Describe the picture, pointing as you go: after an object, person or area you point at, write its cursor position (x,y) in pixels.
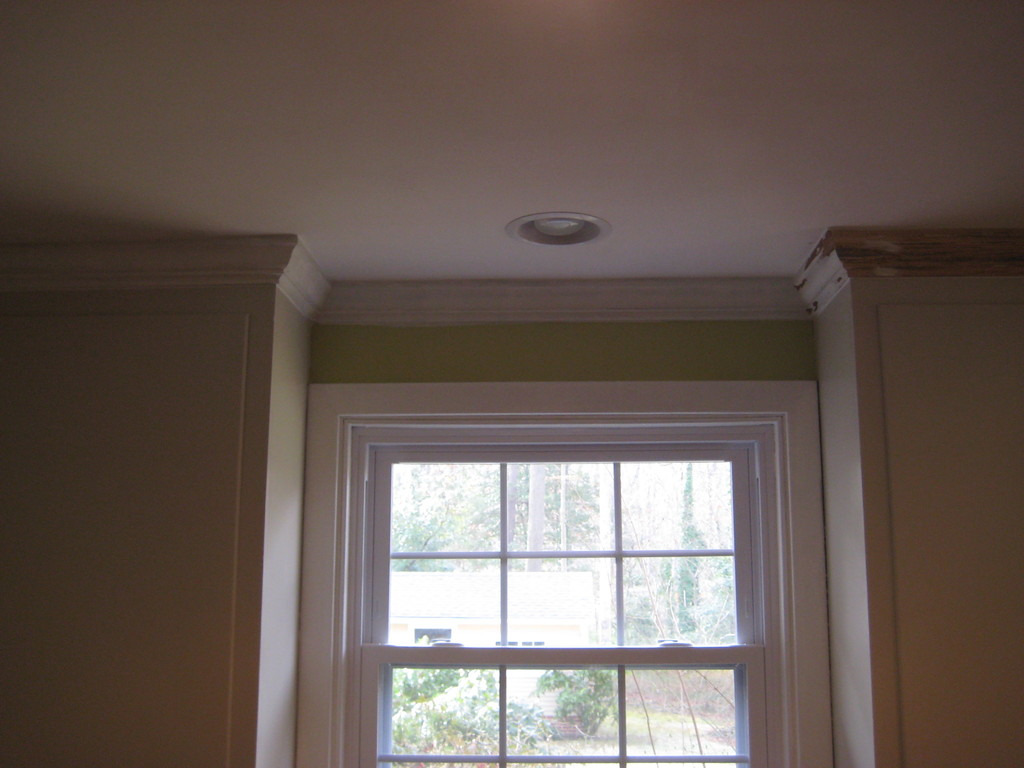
In the center of the image (360,392) there is a window (610,724) and we can see trees (596,719) through the window glass (660,534) and there is a wall (90,377). At the top (537,221) there is a light (536,237).
